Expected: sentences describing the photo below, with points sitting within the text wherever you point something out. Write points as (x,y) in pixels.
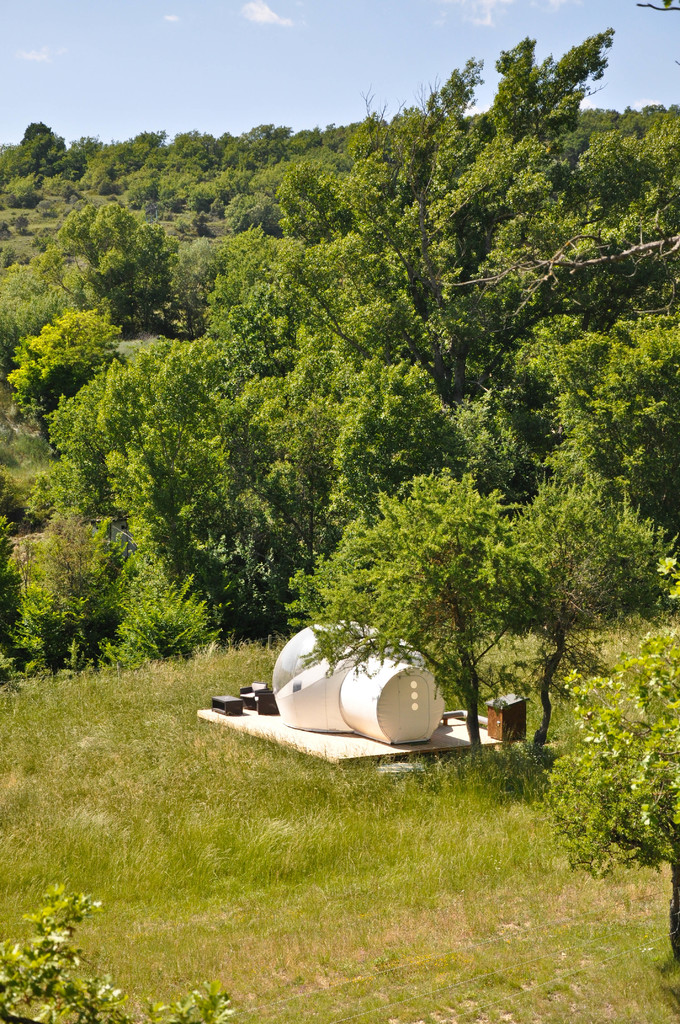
In this image we can see there are trees (31,971), objects (265,711) and grass (70,880). In the background (389,11) we can see the sky (301,47).
